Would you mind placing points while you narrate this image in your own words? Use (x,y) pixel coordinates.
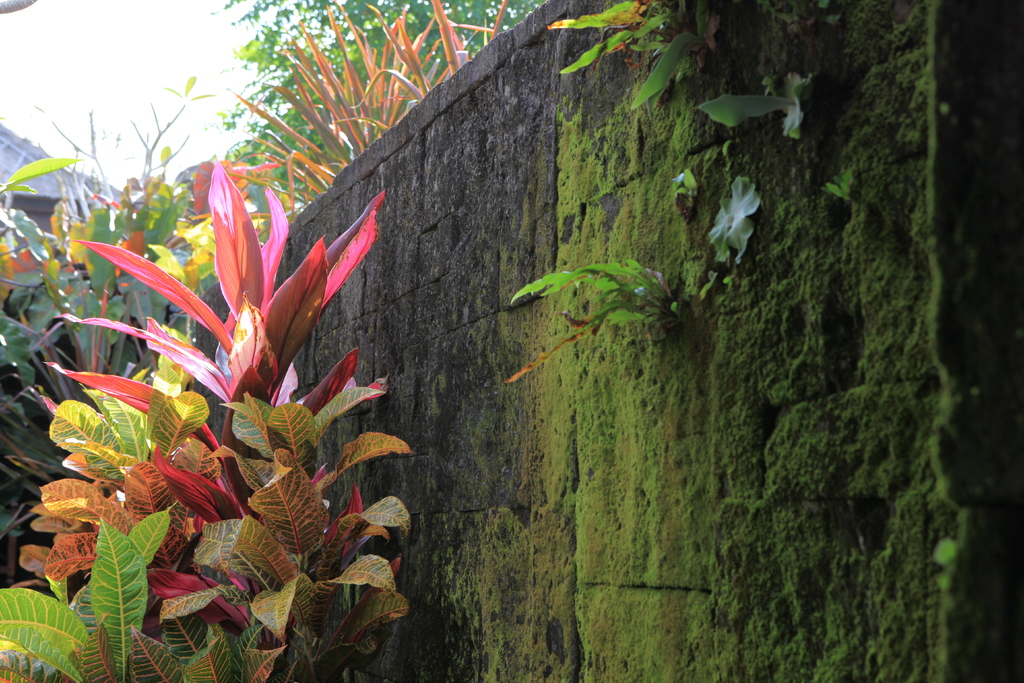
In this image, we can see the wall (557,303) with some algae (535,320). There are a few plants (285,218) and trees (300,78). We can also see the sky (146,22).
